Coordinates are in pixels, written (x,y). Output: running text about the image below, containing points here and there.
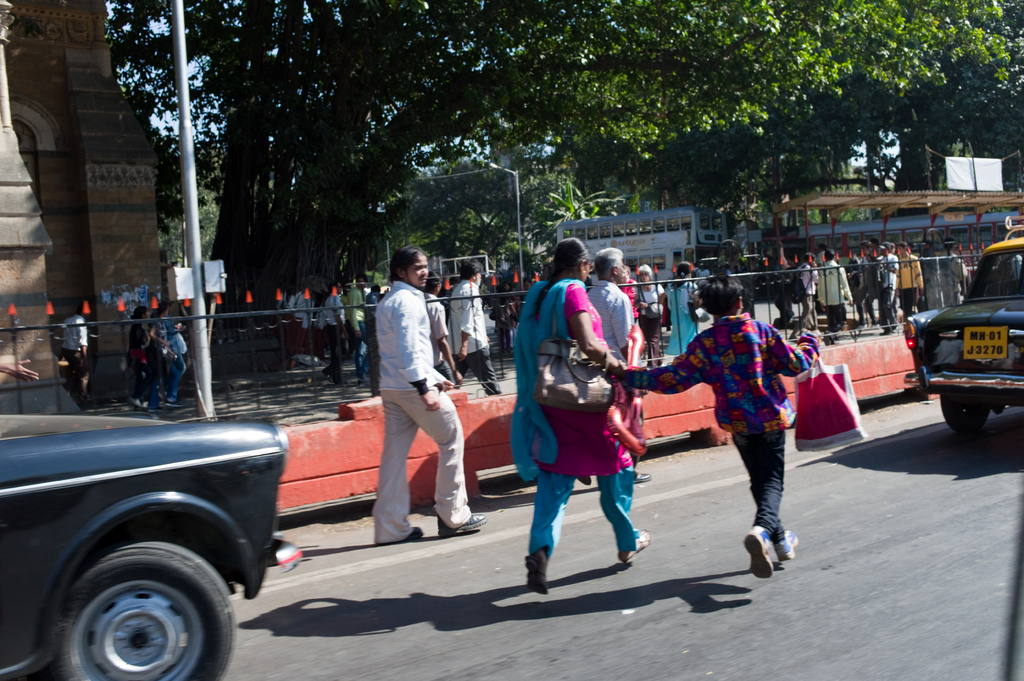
In the image we can see there are people (446,432) walking on the road (720,567) and there are vehicles (959,373) on the road (571,567). Behind there are trees (539,187).
